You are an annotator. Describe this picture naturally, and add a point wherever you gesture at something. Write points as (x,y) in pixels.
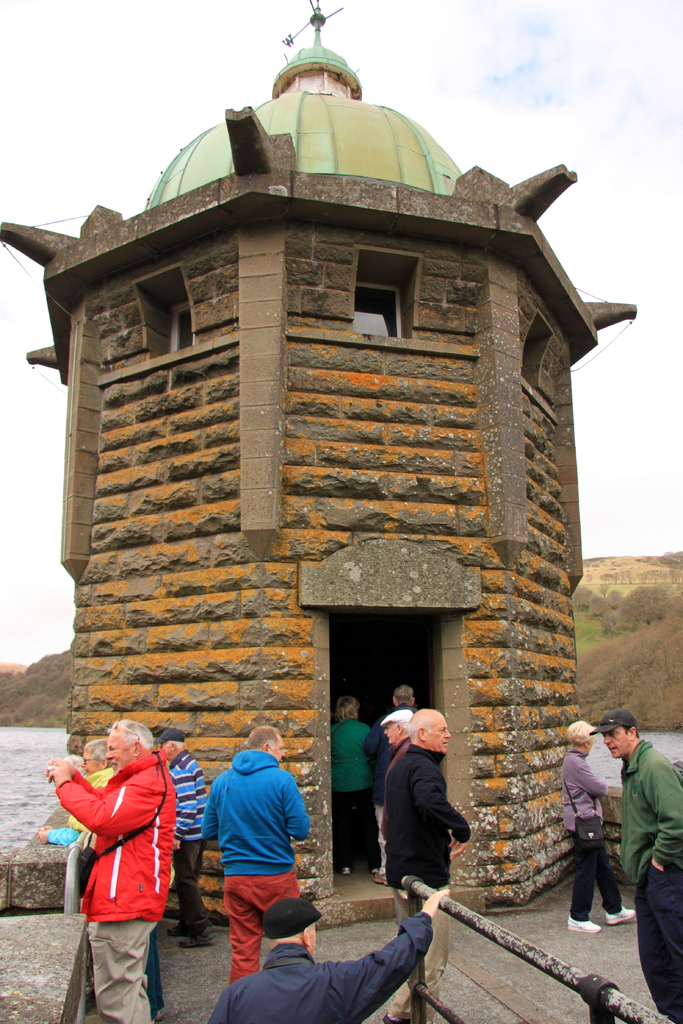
In the center of the image (389,430) there is a tower (330,749). At the bottom of the image (336,853) there are people (645,756).
